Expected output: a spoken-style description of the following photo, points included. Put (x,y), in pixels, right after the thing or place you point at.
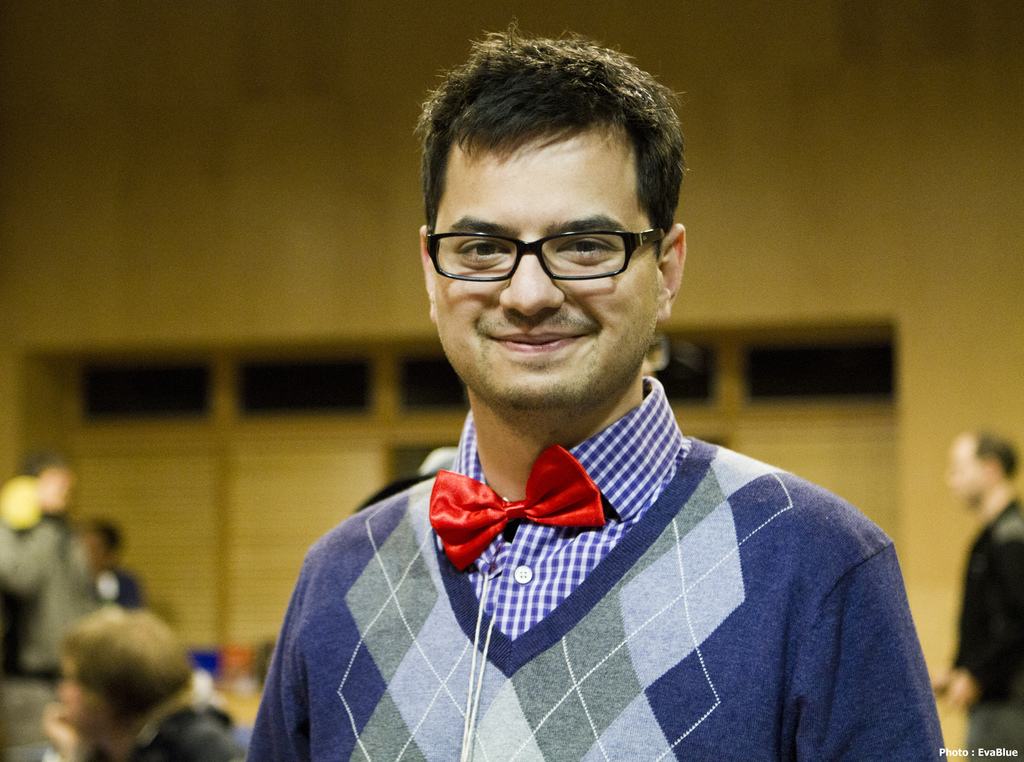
In this image on the foreground (572,739) there is a man (636,70) looking at someone and he wears glasses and he has black hair (528,125).
